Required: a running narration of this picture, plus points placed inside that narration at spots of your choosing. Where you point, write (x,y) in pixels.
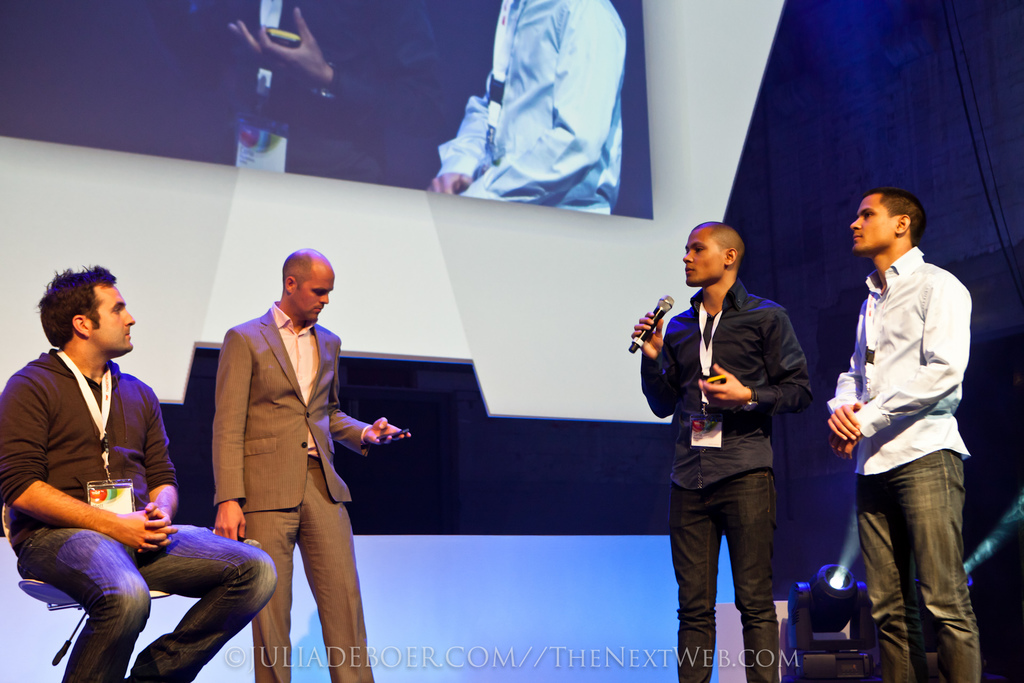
Here we can see four people (282,535). This person (124,455) wore ID card (118,508) and sitting on a chair (51,601). This man (318,482) wore a suit (288,432) and looking at his mobile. Another man (736,361) wore ID card (702,431), holding mobile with one hand (728,399) and holding mic (660,316) with another hand (642,320). Here we can see focusing lights (833,585). Top of the image (323,121) there is a screen (412,128). Bottom of the image (640,650) there is a watermark (396,650).
